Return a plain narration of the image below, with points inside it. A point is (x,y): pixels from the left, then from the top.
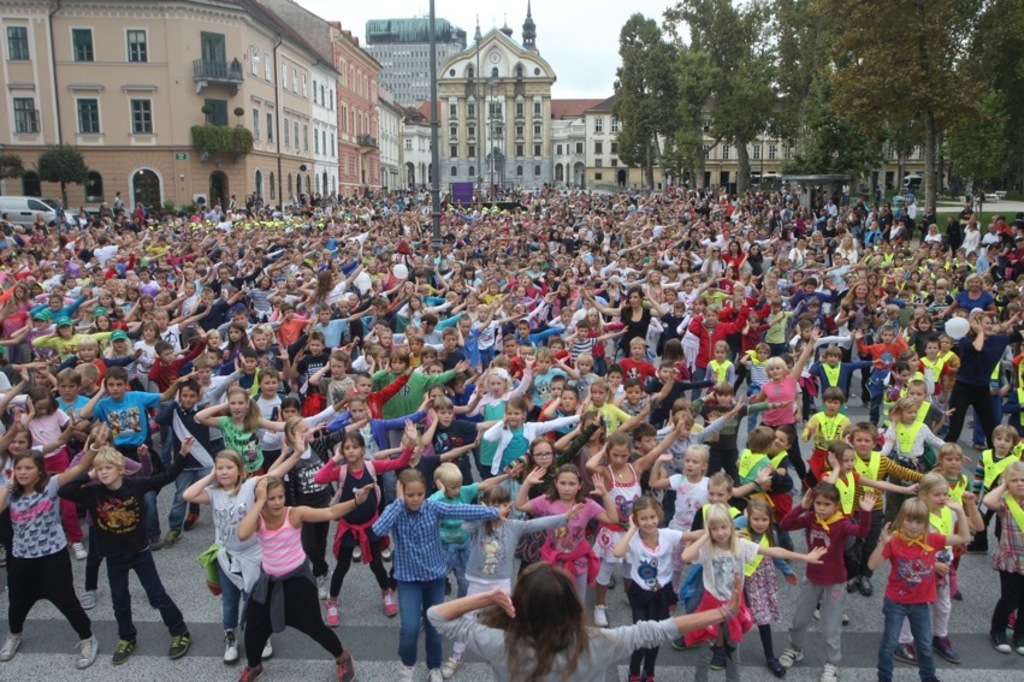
In this picture there are group of persons (493,441) standing. In the background (228,147) there are buildings (325,137), trees (618,119), poles (477,145) and there is grass (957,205) on the ground (947,211) and there is a car (32,213) and the sky (574,60) is cloudy.
